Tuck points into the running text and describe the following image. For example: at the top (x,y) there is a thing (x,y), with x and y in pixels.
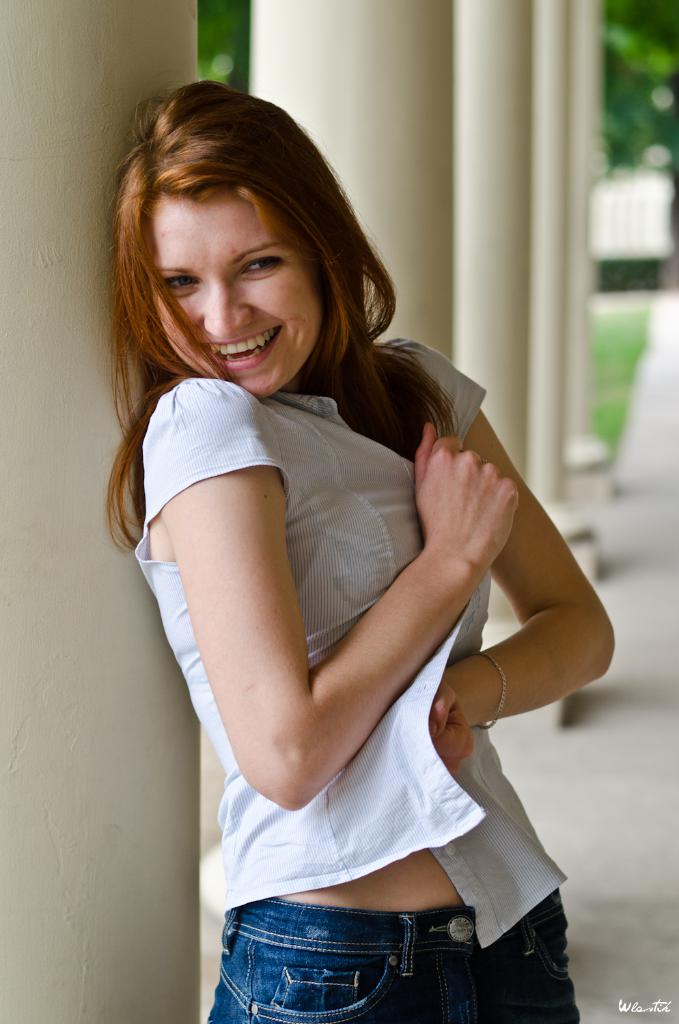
The girl (216,681) in the middle of the picture (307,635) wearing a white shirt (299,563) and blue jeans (269,902) is standing beside the pillar (119,558). She is smiling. Behind her, there are pillars (396,183) in white color. In the background (664,44), there are trees (625,131) and it is blurred in the background (620,122).
